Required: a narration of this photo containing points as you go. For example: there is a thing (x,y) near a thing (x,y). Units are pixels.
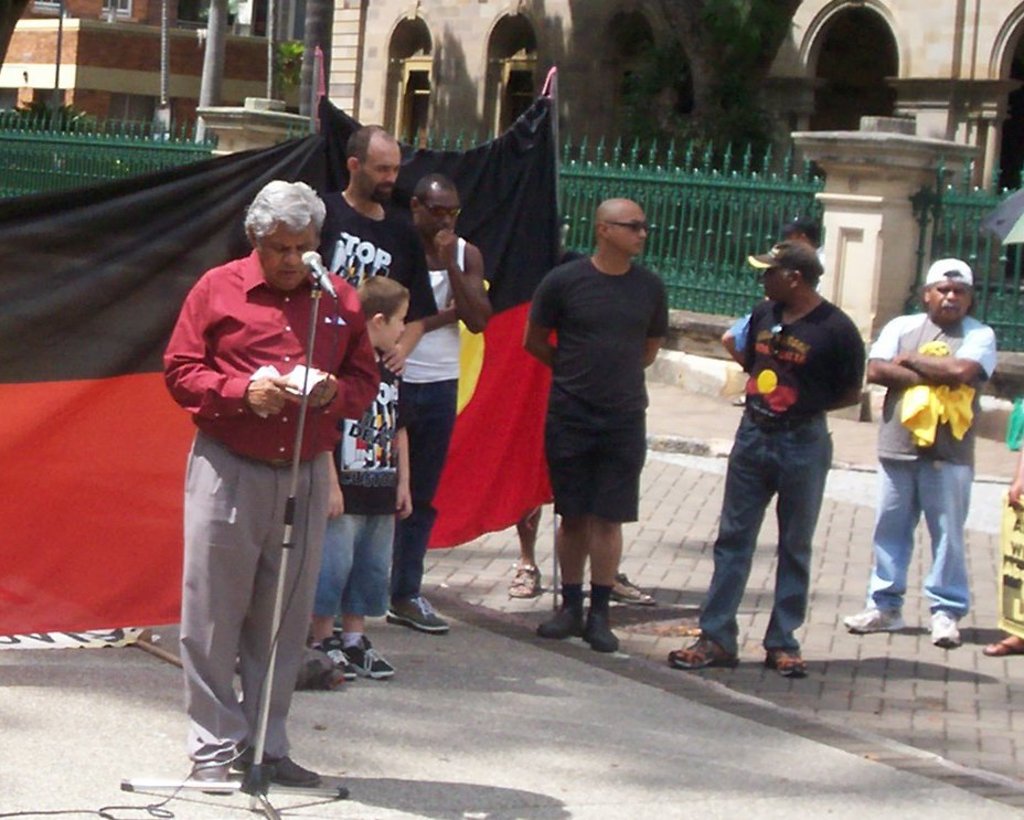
In this image I can see the group of people (568,492) standing and wearing the different color dresses (573,441). I can see two people (803,279) with the caps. And I can also see one person (273,516) standing in-front of the mic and wearing the red and ash color dress (240,535). These people (237,297) are standing on the road (489,751). In the back (59,355) I can see the curtain (170,293), green color railing (646,197), trees (688,11) and also the building (374,41).
